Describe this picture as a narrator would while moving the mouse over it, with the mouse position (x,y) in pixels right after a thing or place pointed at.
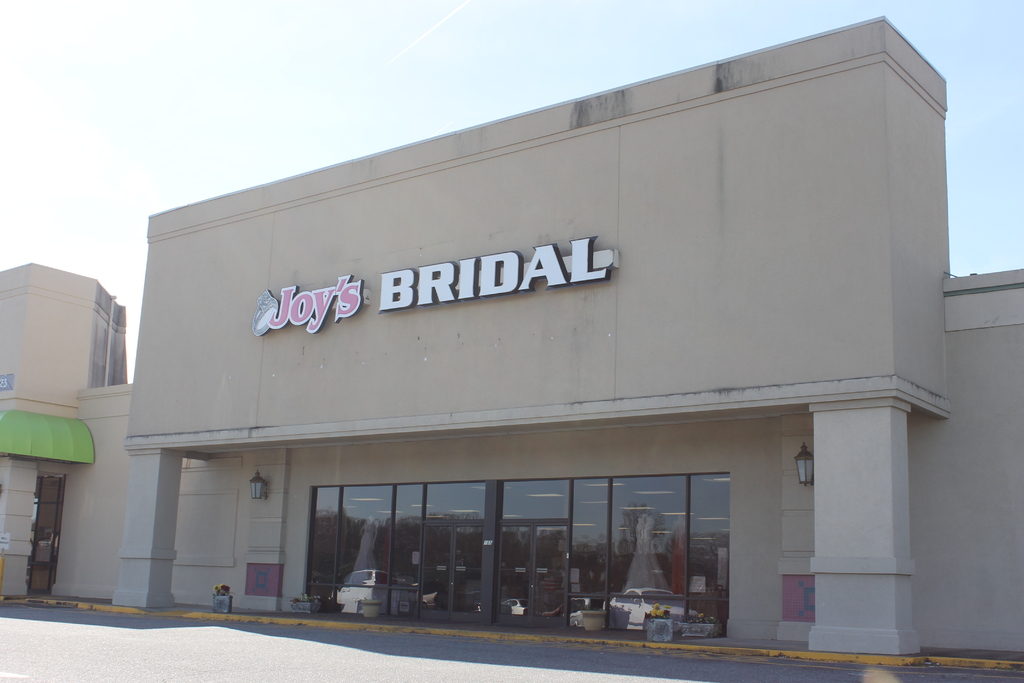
In this image we can see a building (425,314) and there is a text (409,301) on the building (660,257). At the top (240,58) there is sky (240,58) and at the bottom (122,645) there is road (84,650).
